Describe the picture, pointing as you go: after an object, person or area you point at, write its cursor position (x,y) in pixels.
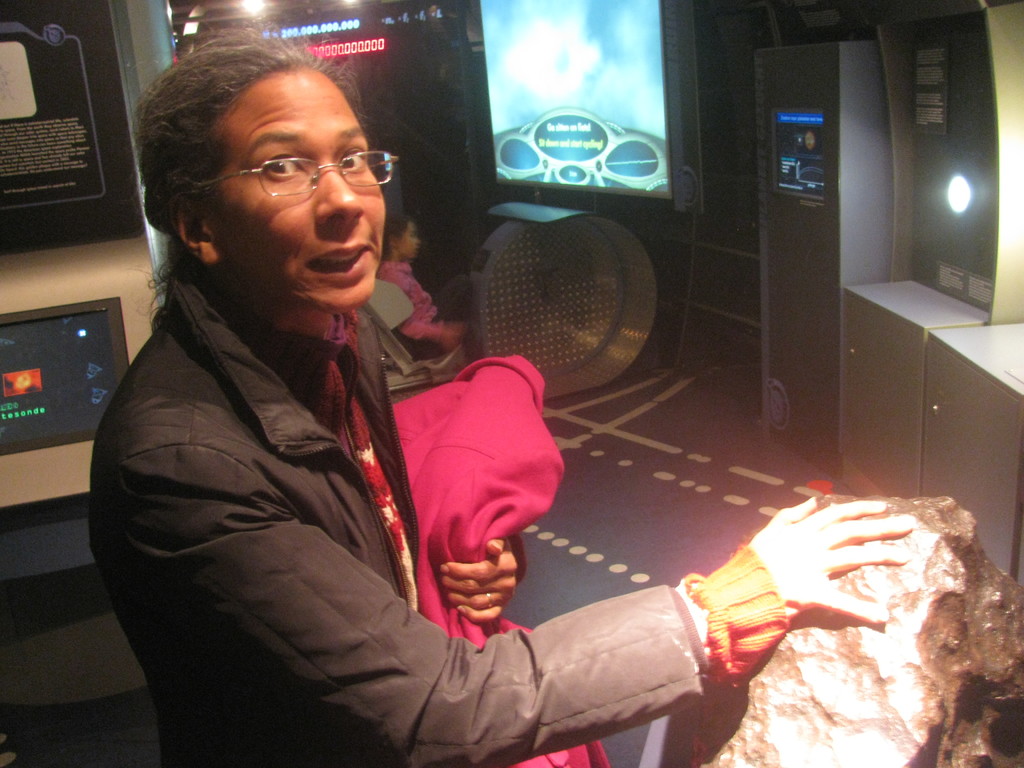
In this image, we can see a person (389,489) wearing clothes (313,672) and spectacles (273,190). There is a rock (901,701) in the bottom right of the image (916,720). There is an another person (446,341) in the middle of the image (443,344) sitting on the chair (435,382). In the background of the image (374,46), we can see some machines (885,243).
